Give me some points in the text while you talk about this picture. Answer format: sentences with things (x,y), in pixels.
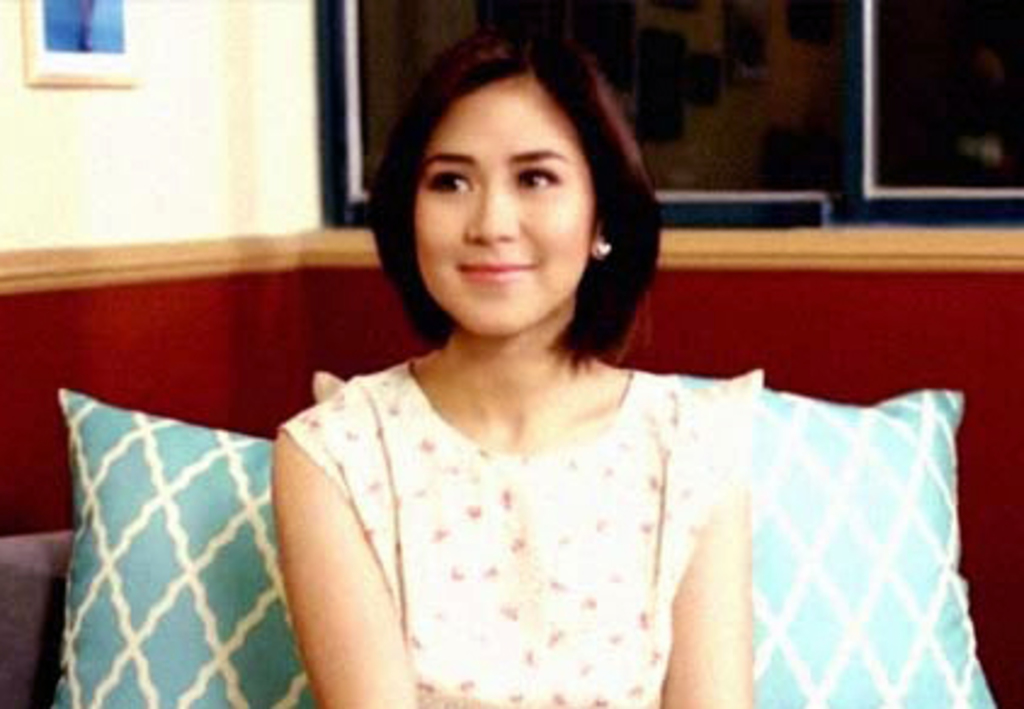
In this picture there is a woman (399,529) who is wearing white dress (445,591). She is smiling. She is sitting on the couch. Here we can see some pillows (959,620). On the top (1014,141) there is a window (705,121). On the top left corner (112,78) there is a photo frame (129,66) on the wall (151,64).
